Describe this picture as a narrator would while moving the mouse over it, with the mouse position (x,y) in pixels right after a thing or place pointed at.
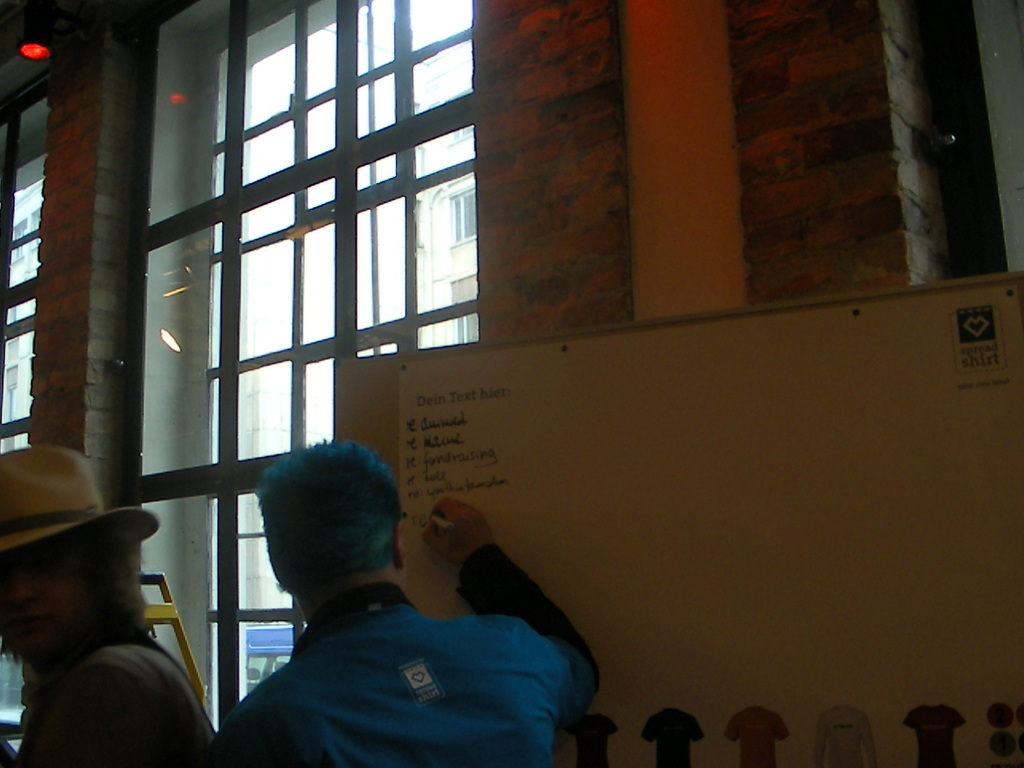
In this image in the front (103,643) there are persons (45,650) and in the center (611,505) there is a man (443,674) writing on a board (556,549) which is in front of him. In the background (306,290) there are windows (357,290), there is a wall (710,239) and behind the windows (460,269) there is a building (457,247). On the top (30,34) there is a light (45,36) which is on the top left (50,33).
